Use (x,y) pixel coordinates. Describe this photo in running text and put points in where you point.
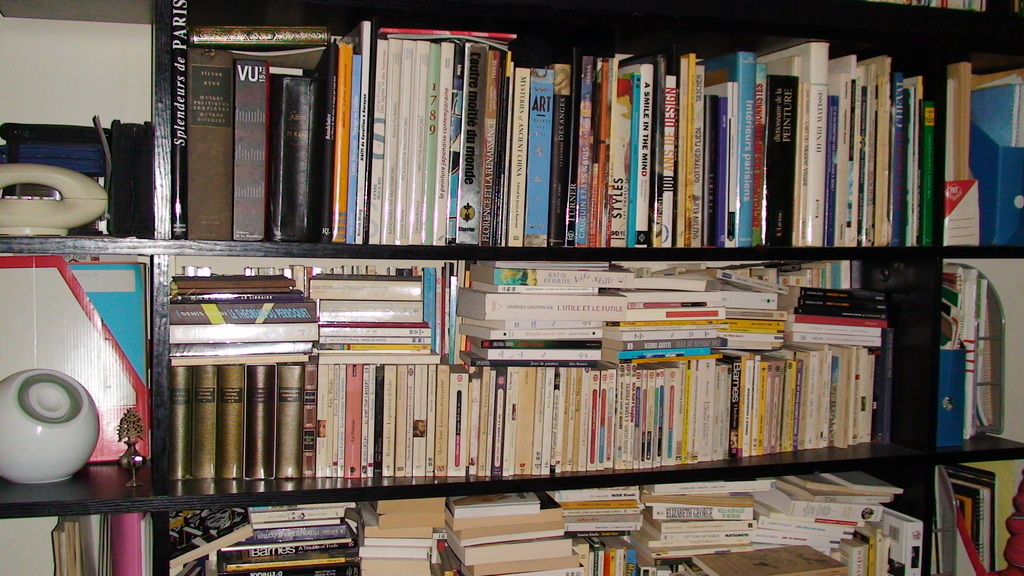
In this picture there are many books (646,303) placed in a book shelves (702,410) and there are some other objects (48,339) in the left corner (48,332).
